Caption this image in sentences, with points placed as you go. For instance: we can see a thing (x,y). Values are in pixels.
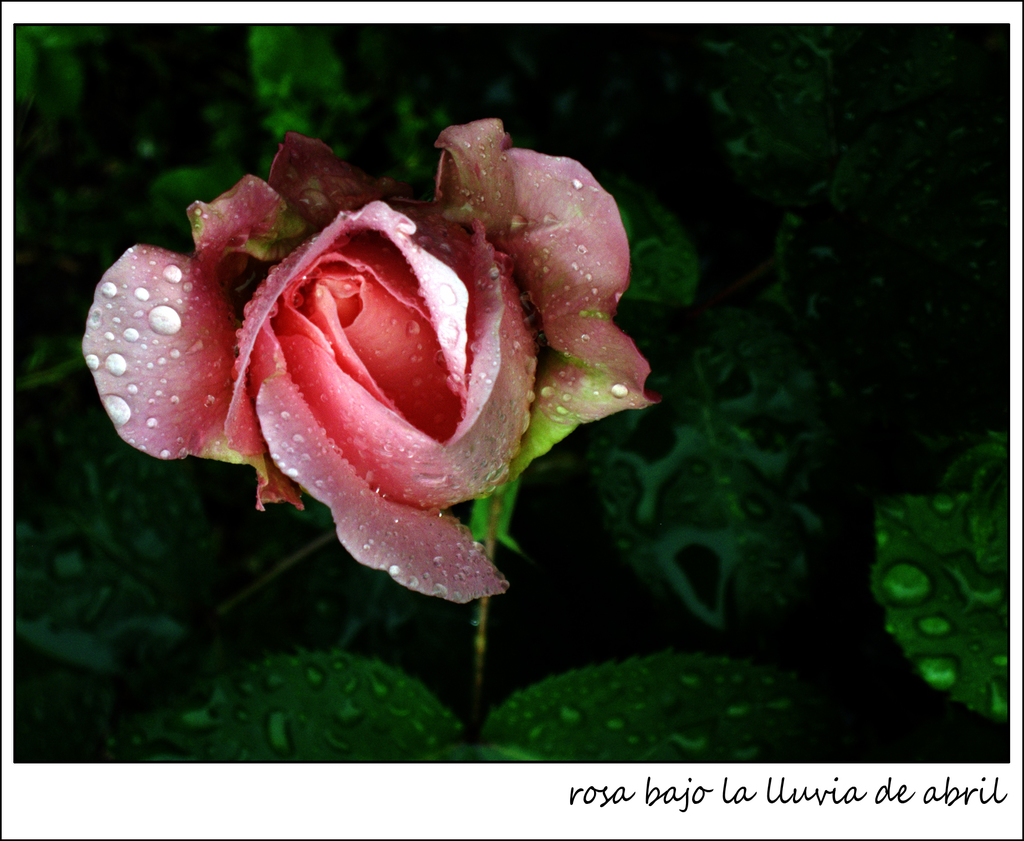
In this image I can see a flower (399,345) which is pink and red in color to a tree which is green in color. I can see few water drops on the flower (242,308) and the tree (705,486).
